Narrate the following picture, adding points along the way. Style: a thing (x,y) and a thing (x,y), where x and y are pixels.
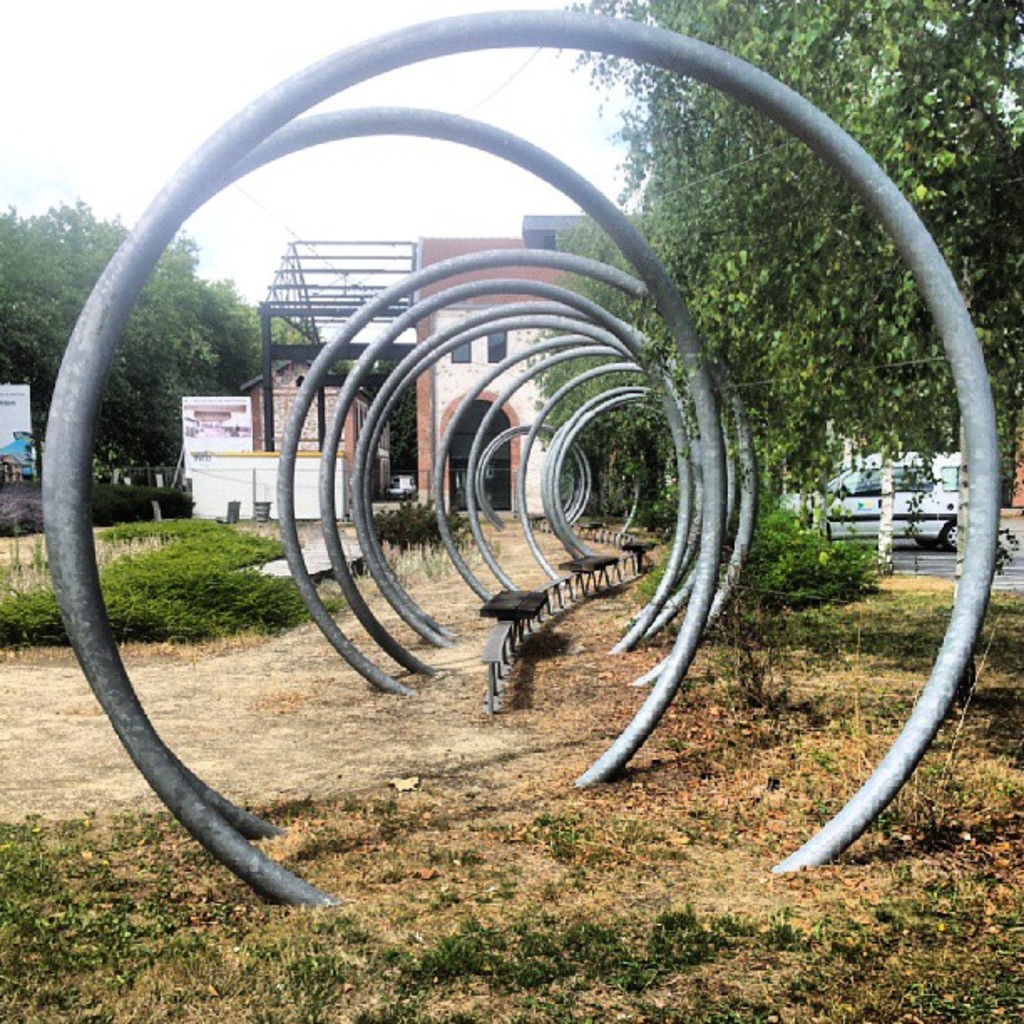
In this picture we can see circular metal objects (367,427), benches (495,656), grass (57,841), trees (655,532), board (210,416), buildings (529,406), vehicle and trees (25,312). In the background of the image (342,14) we can see the sky (283,59).
